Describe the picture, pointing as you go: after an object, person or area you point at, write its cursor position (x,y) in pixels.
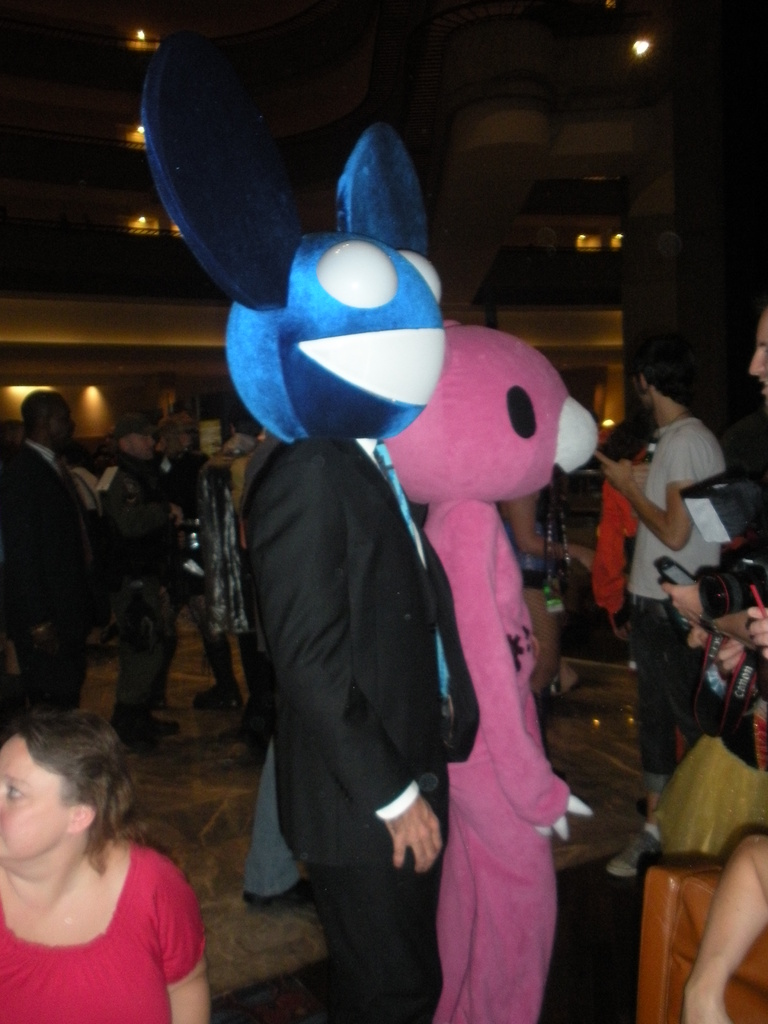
In this picture I can see two mascots (376,398), there are group of people (102,969) standing, and in the background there are lights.
